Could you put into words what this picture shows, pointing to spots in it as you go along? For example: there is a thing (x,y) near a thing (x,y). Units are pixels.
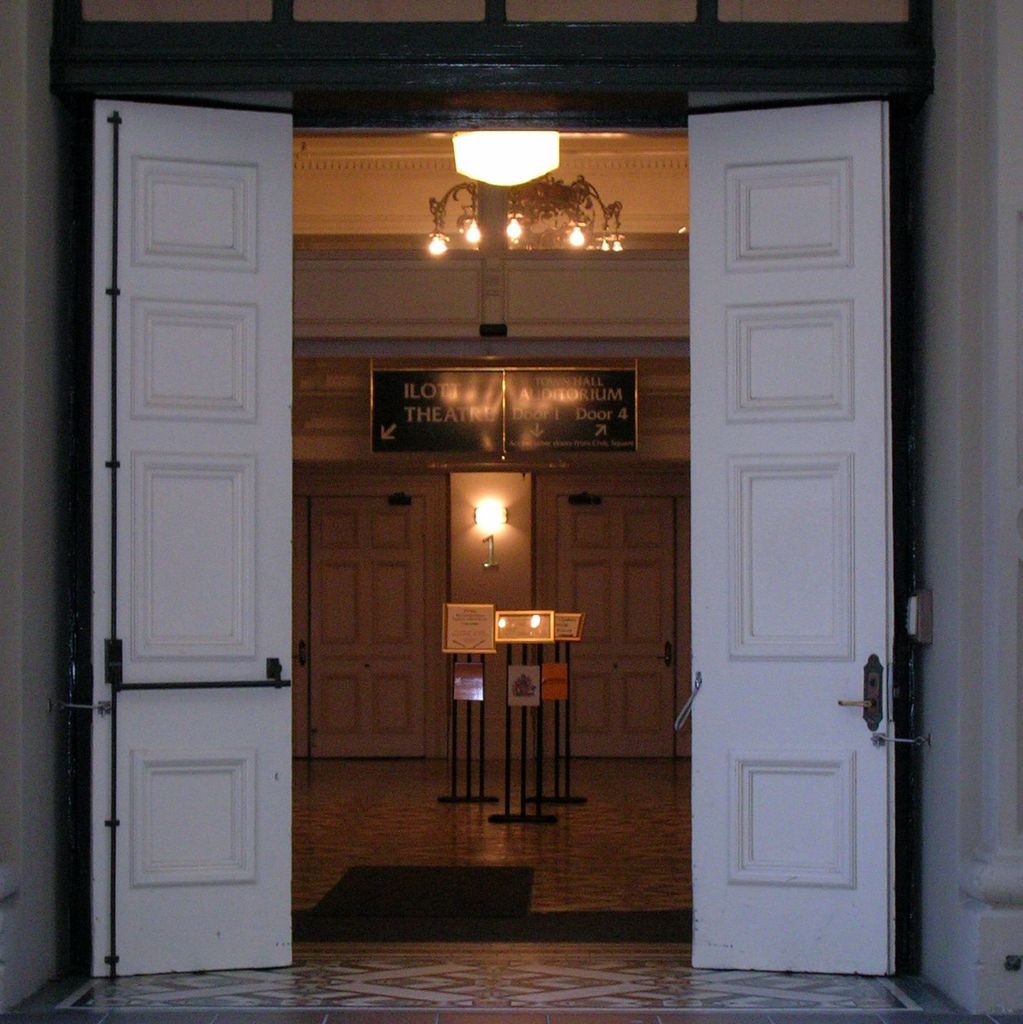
In this picture we can see lights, boards (523,447), and doors (760,896). This is floor (489,976) and there is a mat (458,913). In the background (646,260) we can see a wall (635,253).
